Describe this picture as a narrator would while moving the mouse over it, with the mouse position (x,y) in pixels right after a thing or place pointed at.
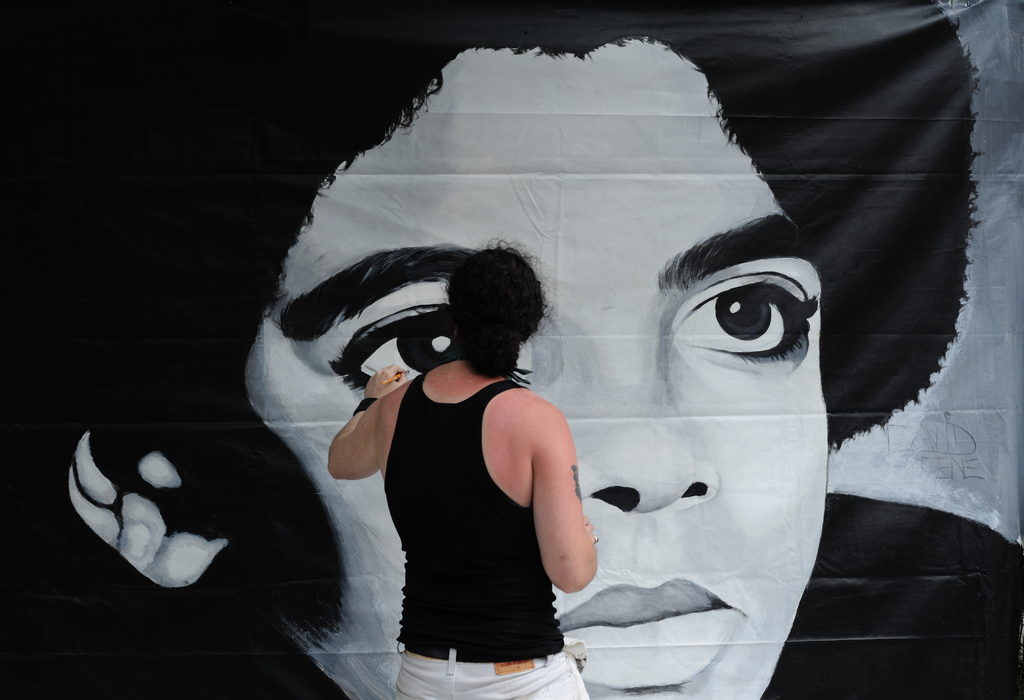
In this picture we can see a man (431,531) in the black tank top (449,541) is standing and holding a brush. In front of the person (460,495) there is painting (604,214) on an item (710,466).
